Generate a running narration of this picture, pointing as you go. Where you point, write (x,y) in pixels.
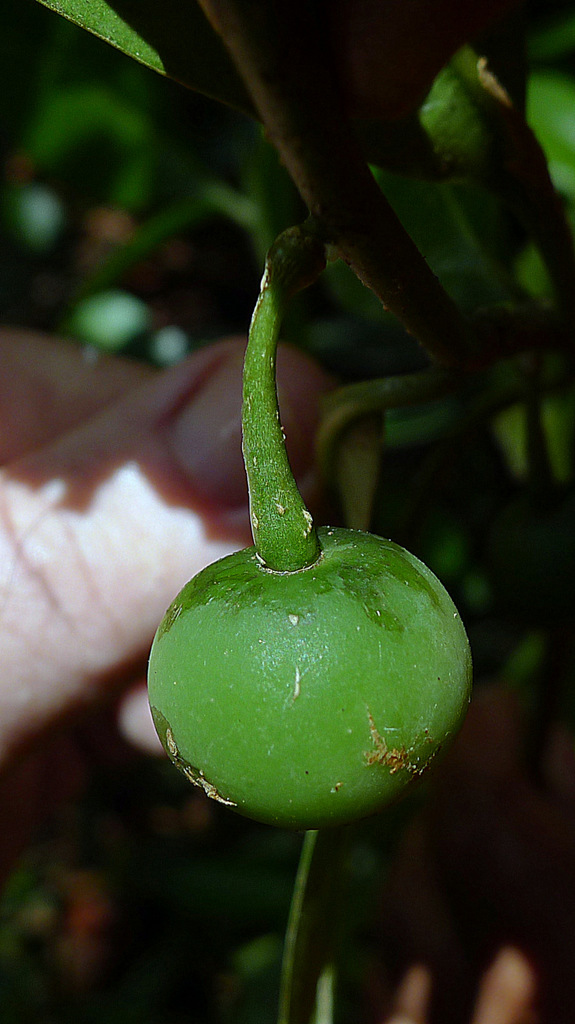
In this image I can see the fruit (252,679) to the plant (453,340). The fruit (341,626) is in green color. To the left (92,541) I can see persons fingers (219,479). And there is a blurred background (168,287).
